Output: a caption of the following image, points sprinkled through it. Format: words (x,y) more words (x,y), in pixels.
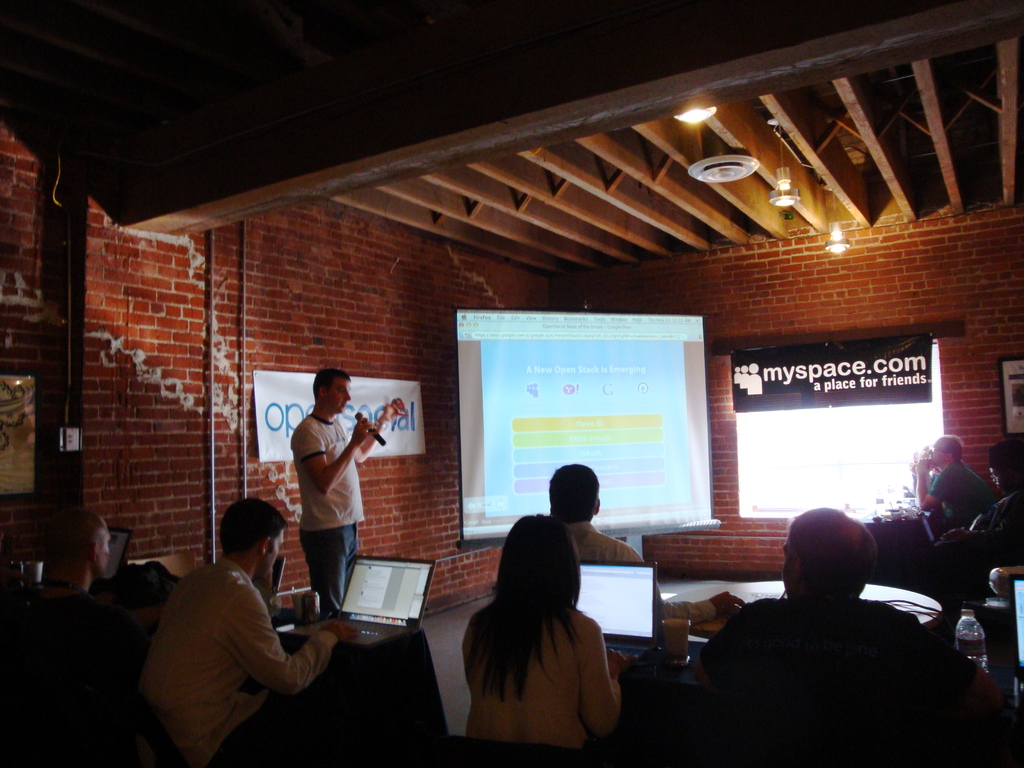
In this picture we can see a projector screen (582,353), banner (918,394), beams (407,218), lights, poles (74,394) and few objects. We can see people (1015,519) sitting. We can see laptops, glass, bottle (972,668), table (993,645). On the right side of the picture (1002,367) it looks like a frame (1019,359) on the wall (947,392). On the left side of the picture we can see a man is standing and he is holding a microphone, looks like he is talking.
